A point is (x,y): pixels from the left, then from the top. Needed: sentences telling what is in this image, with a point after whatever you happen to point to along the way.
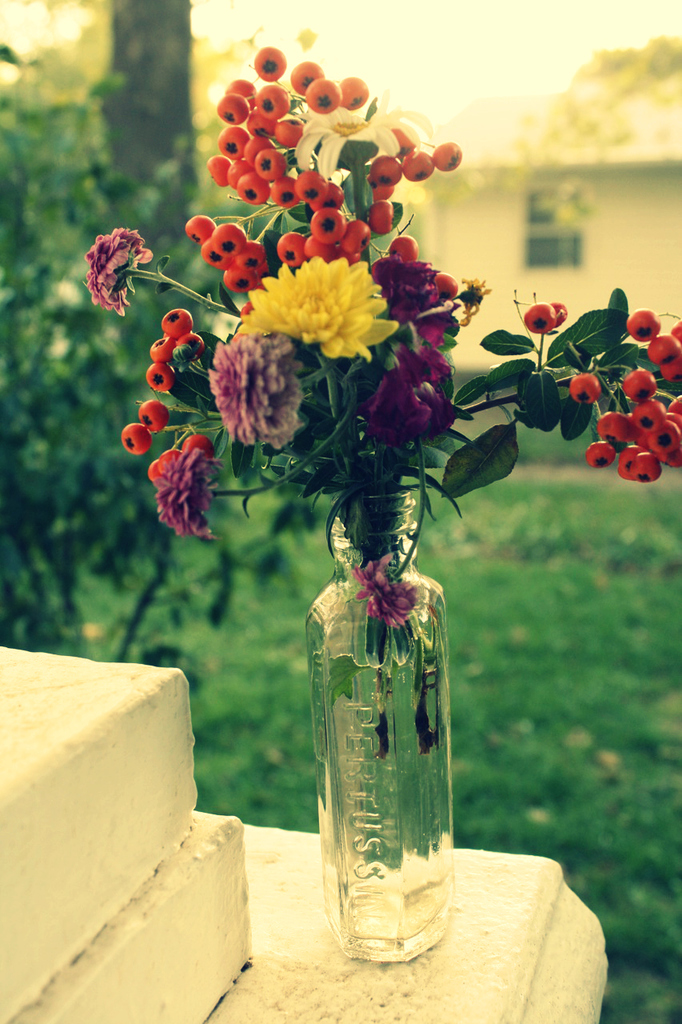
In the image there is flower (343,467) in bottle (415,739) and in front there is garden (584,623) and at the background (578,239) there is a home (556,239).
